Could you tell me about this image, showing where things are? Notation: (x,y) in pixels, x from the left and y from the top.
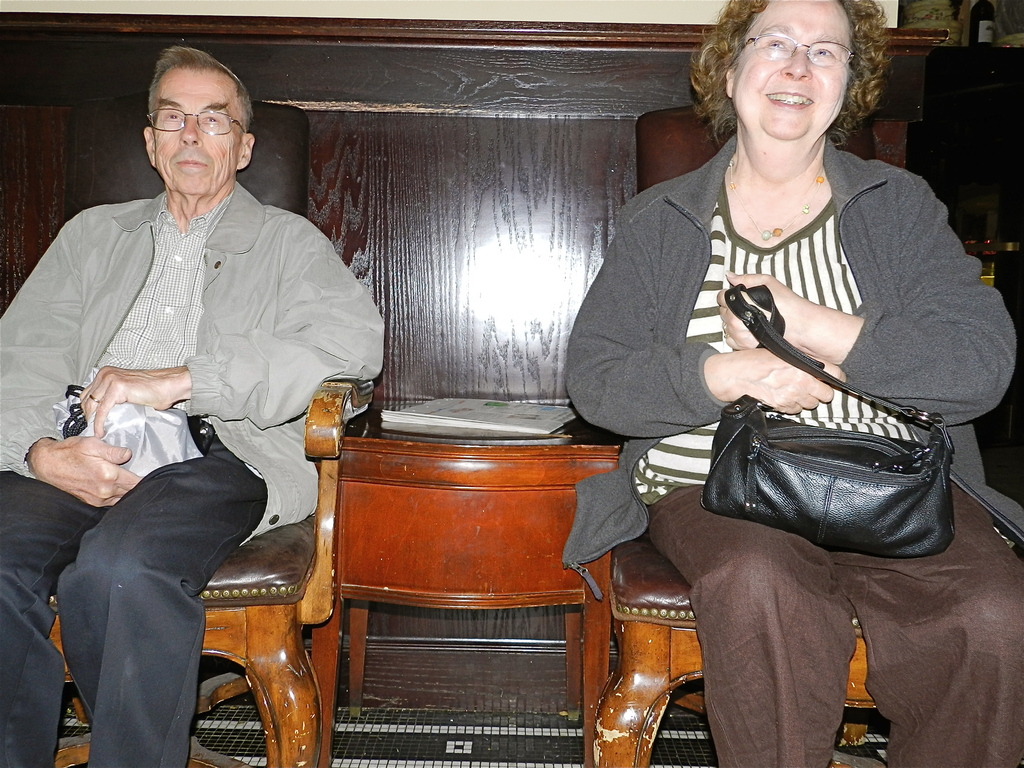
I could see one man (248,295) and other woman (673,254) sitting on the chair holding a bag (856,449) in their hands (763,371), in between them there is small table (485,468). In the background (460,162) there is a wooden plank (468,141).
